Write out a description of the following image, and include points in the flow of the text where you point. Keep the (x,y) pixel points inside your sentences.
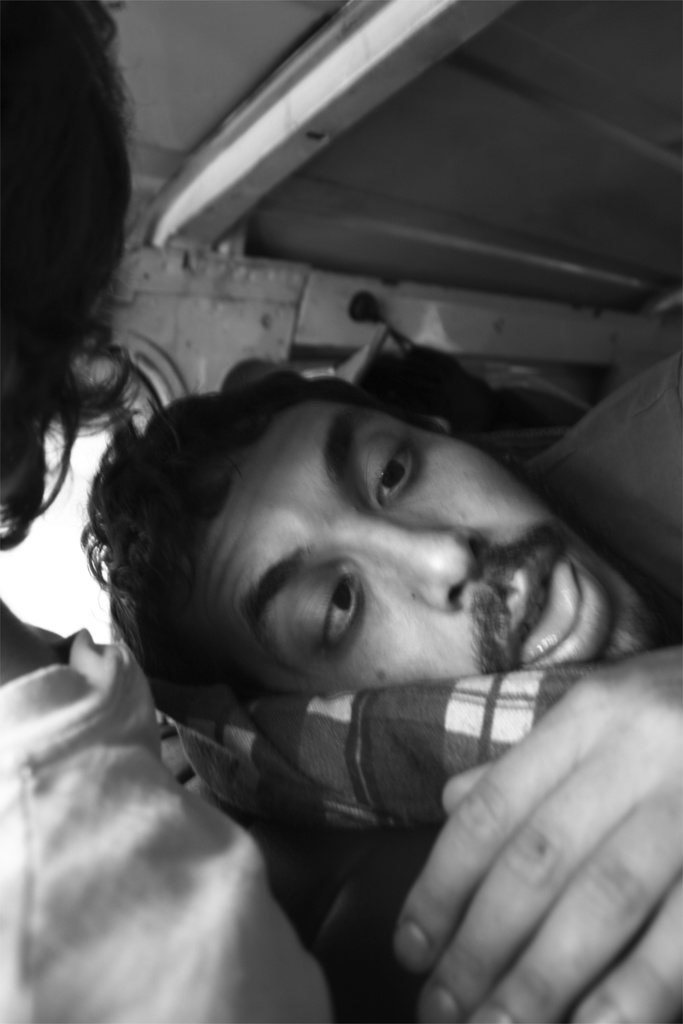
In this picture I can see couple of humans (443,540) and looks like a wall (302,157) in the background (288,97).
